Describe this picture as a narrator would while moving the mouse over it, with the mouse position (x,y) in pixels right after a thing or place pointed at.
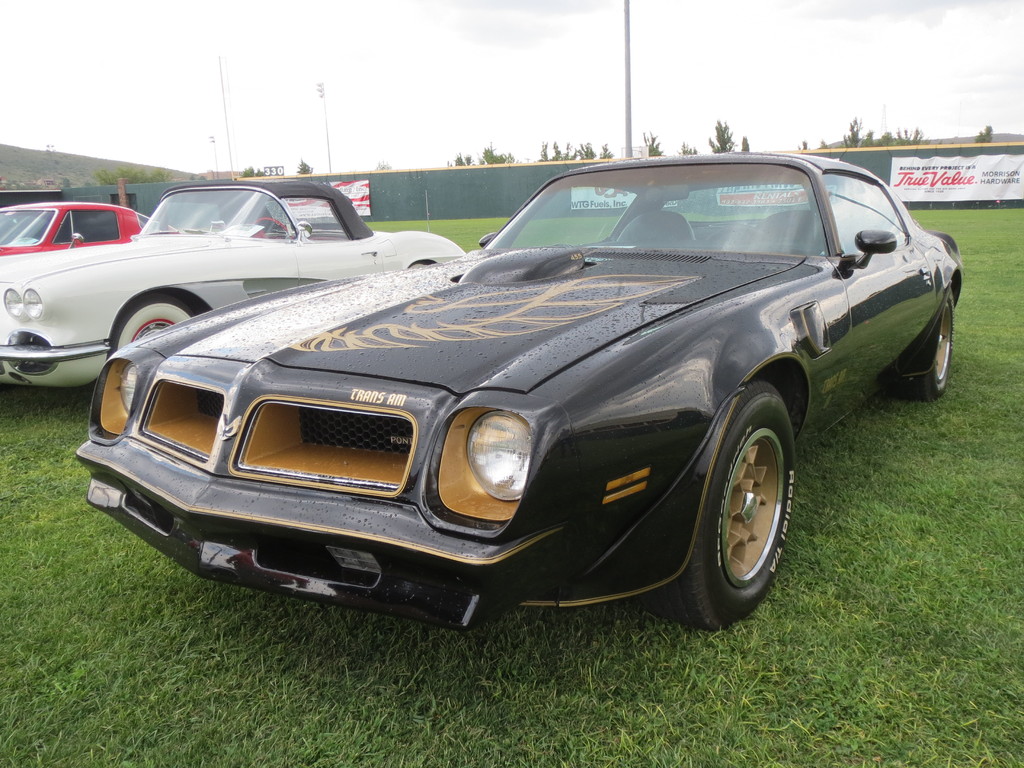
In this image there are three cars (286,275) which are parked on the grass (464,239) that is in the park (281,604) and the first car (565,344) is black in color and it has some image (518,330) which is printed on the front dome (531,302), the second car (179,275) is white in color and it has black at the top (339,189) and third car (66,243) is red in color and we can see a wall (164,189) at the back (557,166) which is green in color and which also has hoarding (967,182) saying that true value and there are also some poles (630,147) and there are also some trees (990,131) which are placed at the back of this wall (482,168) and towards left (82,171) we can see some hill (83,174) which is extended towards the other side.
